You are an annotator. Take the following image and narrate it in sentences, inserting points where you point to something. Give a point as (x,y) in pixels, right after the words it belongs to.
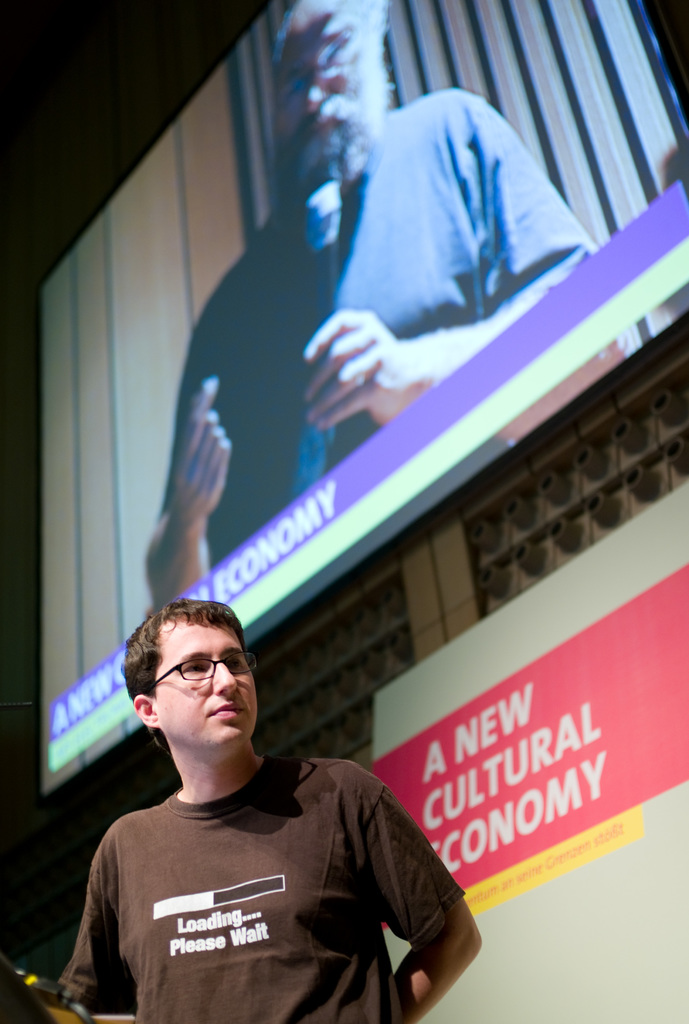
In this image a person (237,861) is wearing brown shirt (347,828) and spectacles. Behind him there is a wall (324,622) having screen (378,205). On screen (327,406) there is a picture (353,306) of a person (320,308) holding a mike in his hand (363,368).
